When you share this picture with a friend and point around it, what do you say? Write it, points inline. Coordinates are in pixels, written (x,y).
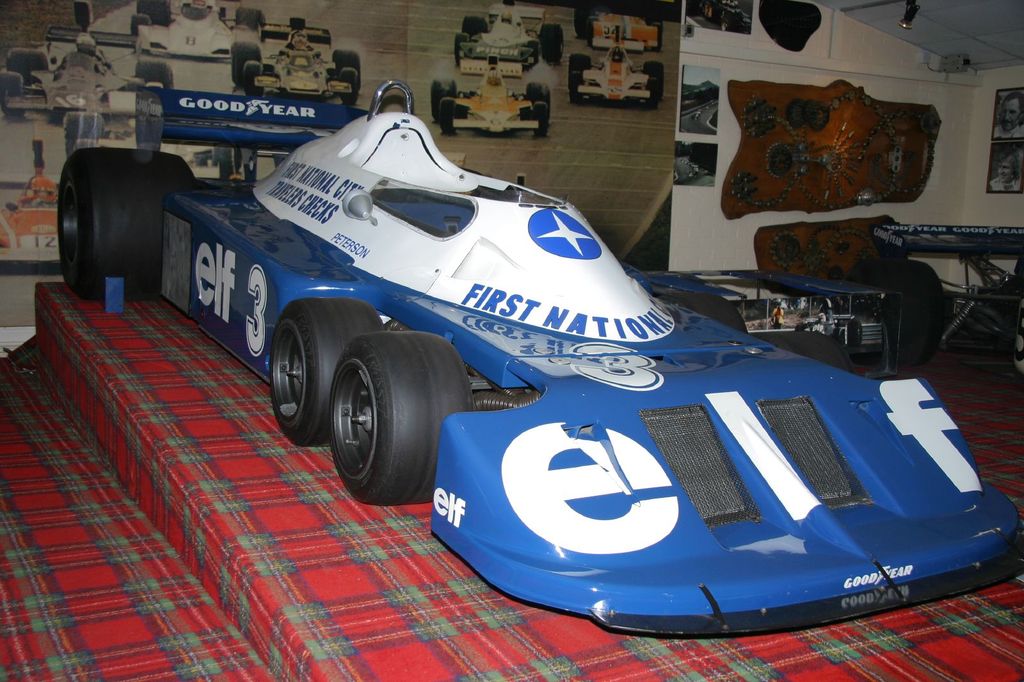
In this picture I can see there is a racer car (321,369) and it is placed on the dais (266,516) and there are few parts (843,244) here on the right side (861,253) and in the backdrop (482,56) I can see there is a wall (361,40) with a poster (541,69) of cars (177,16).
